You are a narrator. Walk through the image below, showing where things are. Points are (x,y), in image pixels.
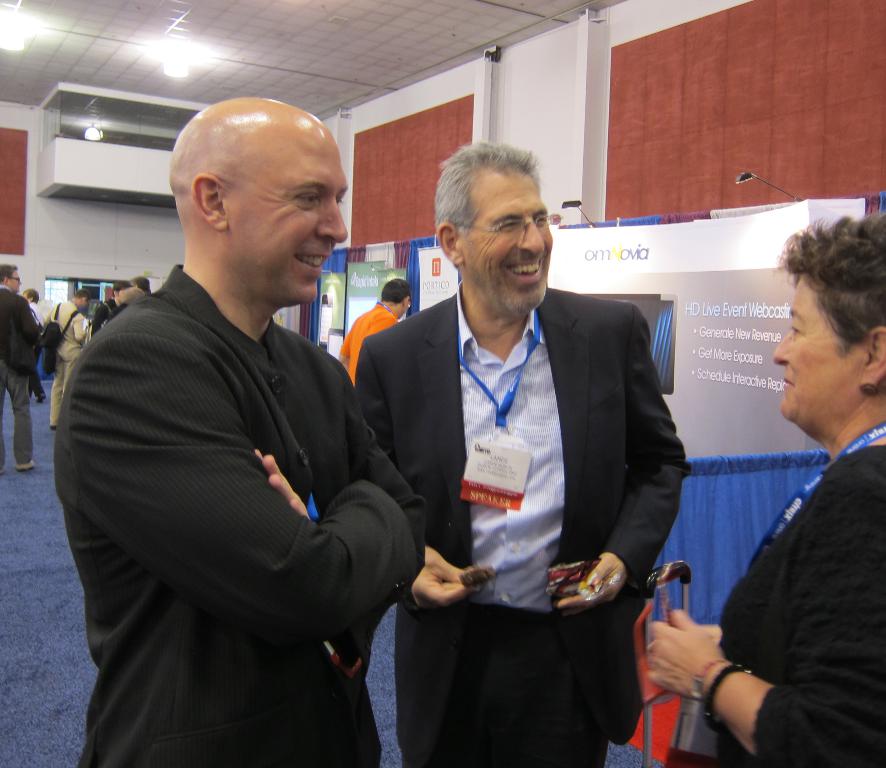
In this picture I can see there are three people (497,635) standing here and they are smiling and there are banners (776,379) and a wall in the backdrop (375,299) and there are lights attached to the ceiling (242,42).
